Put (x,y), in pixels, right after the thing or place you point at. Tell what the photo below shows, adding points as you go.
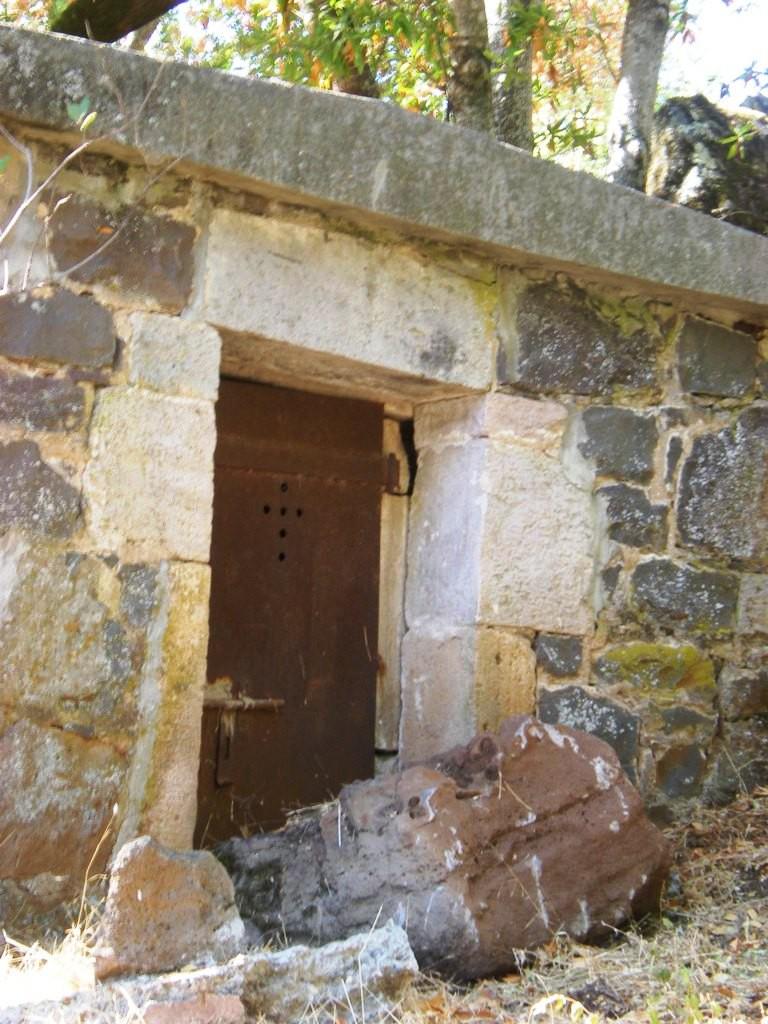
In this image I can see a door (276,694) to a wall (510,241). At the bottom (347,901) there are few stones (349,931) placed on the ground (613,954). At the top of the image (334,39) there are few trees (428,34).
